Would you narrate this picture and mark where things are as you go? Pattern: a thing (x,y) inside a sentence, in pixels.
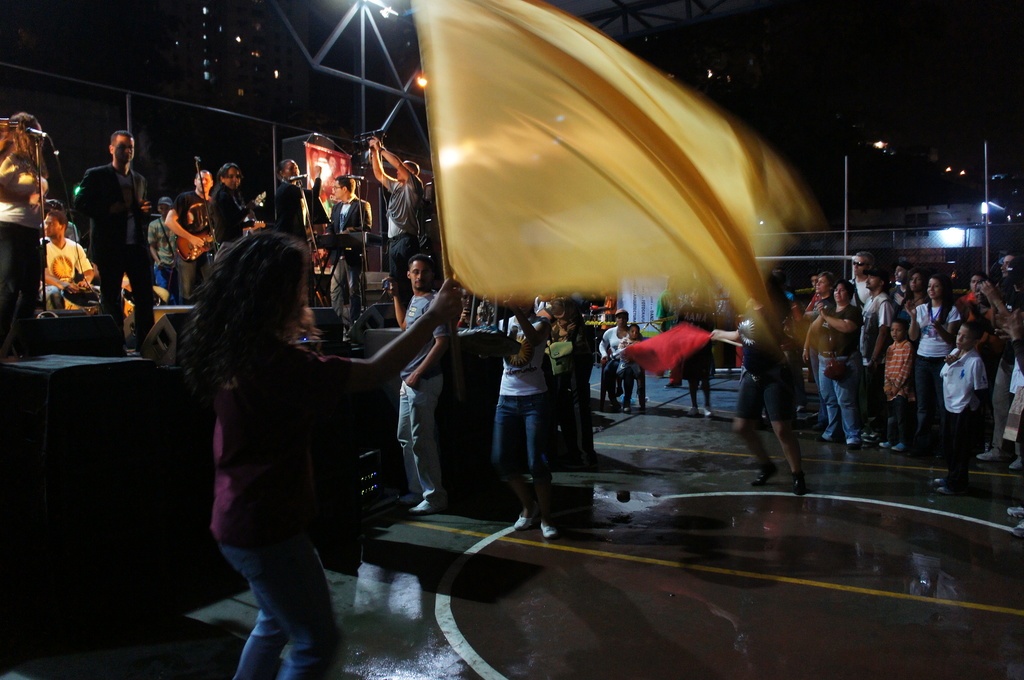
In the picture we can see a path (826,585) on it, we can see some people (854,313) are standing and clapping hands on the path (639,668) and one person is holding a flag (504,266) which is yellow in color and behind the person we can see a stage (17,376) on it, we can see some people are giving a musical performance holding a musical instrument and playing it behind them and we can see some lights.
